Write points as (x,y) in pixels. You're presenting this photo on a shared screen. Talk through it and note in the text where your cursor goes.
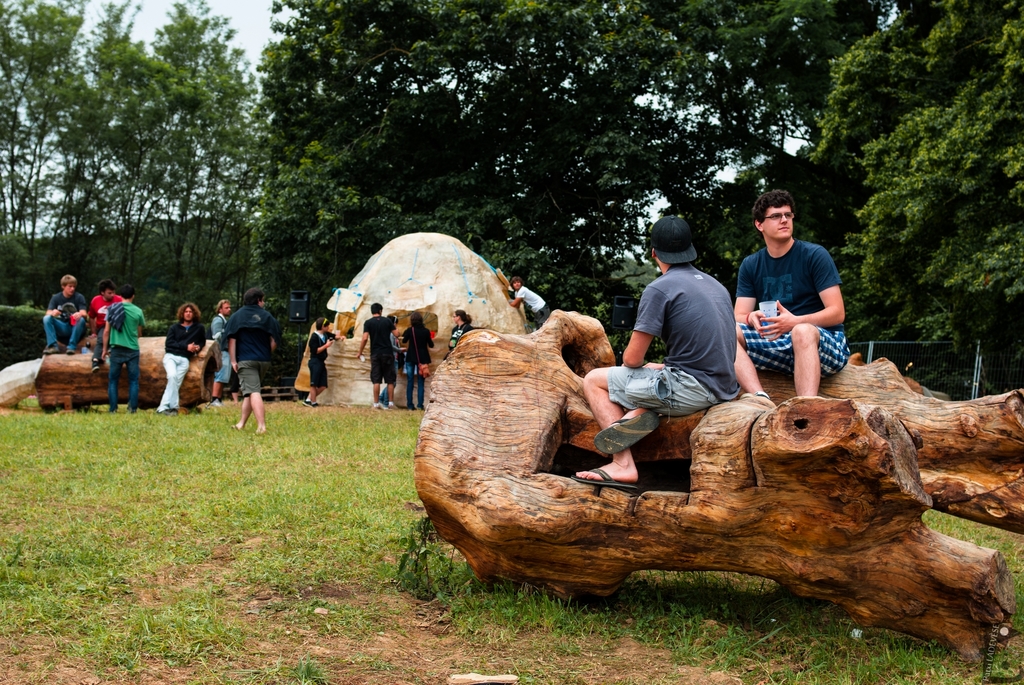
In this picture I can see group of people (407,352) among them some are sitting on wooden objects (701,436) and some are standing on the grass (315,428). In the background (341,171) I can see trees (328,140) and the sky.
